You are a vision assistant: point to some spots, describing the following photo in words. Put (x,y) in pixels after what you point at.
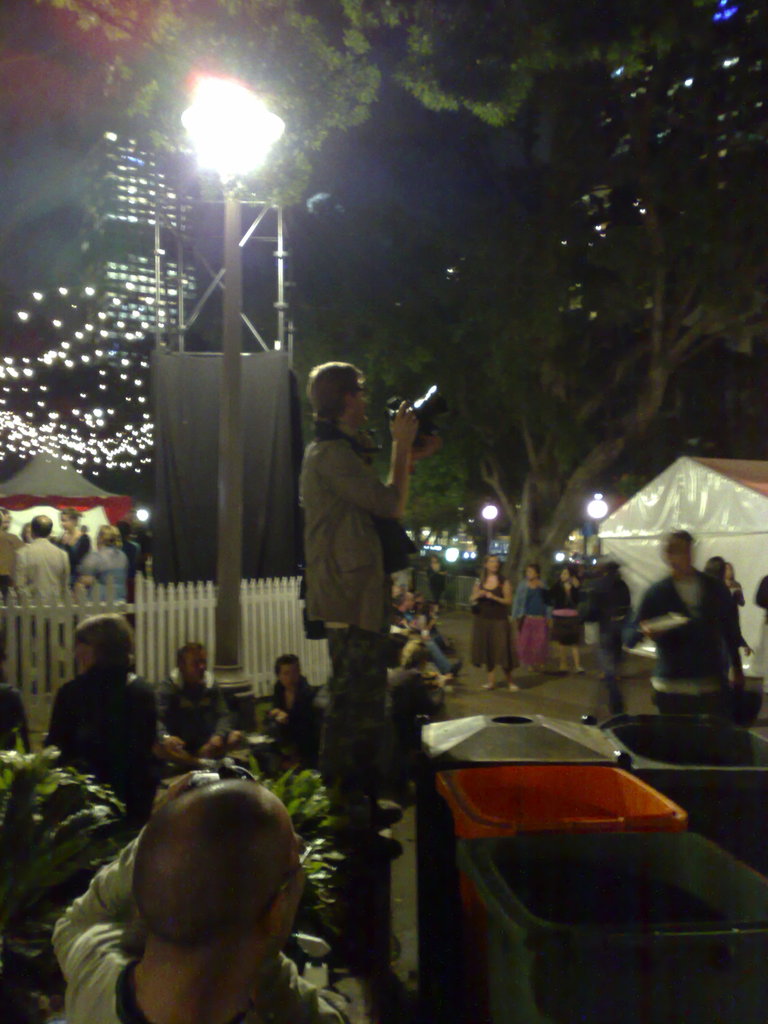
This picture is clicked outside. In the foreground (215,936) there is a person (256,952) and there are some boxes (561,809) placed on the ground (409,966) and we can see the plants (36,788). In the center (332,421) there is a person (370,496) holding a black color object (419,416) and standing on the ground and we can see a white color fence (154,607) and the group of people (428,638). In the background (415,194) there is a sky (391,124), focusing lights (192,152), decoration lights (106,364) and trees (582,268) and a tent (679,507).
